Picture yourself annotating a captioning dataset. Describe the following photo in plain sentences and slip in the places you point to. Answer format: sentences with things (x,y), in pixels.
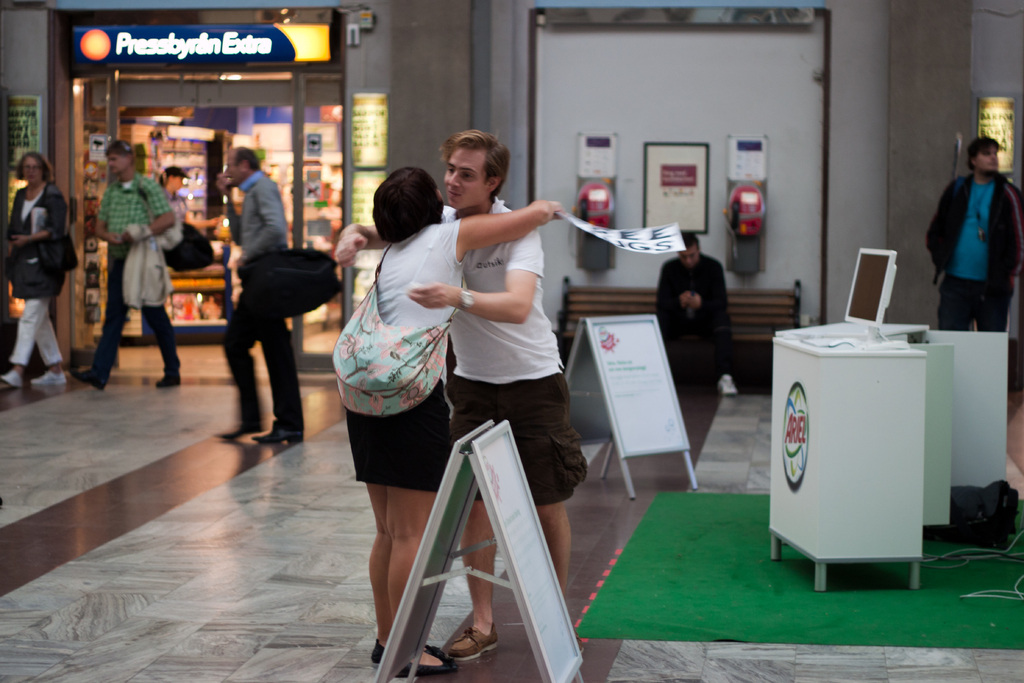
In this image we can see two persons (467,289) wearing white color T-shirt (536,296) hugging each other there are some boards (647,449) on right side of the image (868,447) there is promotional counter (864,353) and some screen (858,285) and in the background of the image (249,214) there are some persons (134,216) walking out from the store (232,245), there is a person (673,292) sitting on bench (752,321) and there are some public telephones (592,190).
